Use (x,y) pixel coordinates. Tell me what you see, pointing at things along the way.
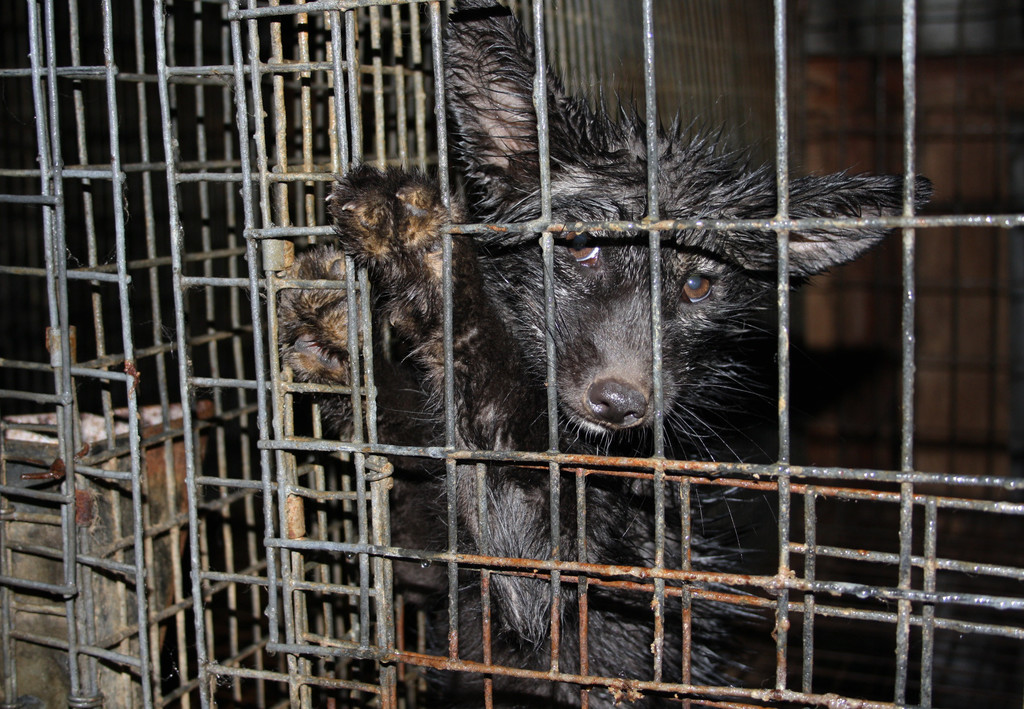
In this image in the center (523,419) there is one animal (543,306) which is in a cage (524,452), and in the background (936,100) there might be a wall (966,326).
